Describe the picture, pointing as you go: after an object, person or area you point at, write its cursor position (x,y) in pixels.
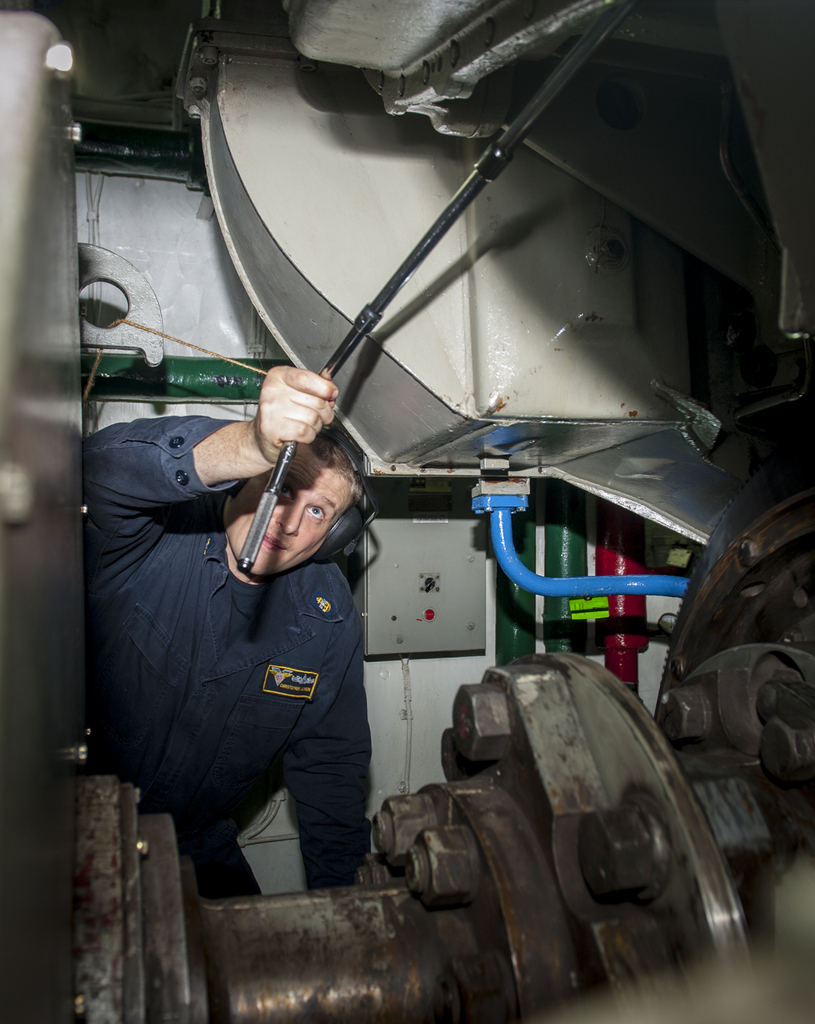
In this image we can see a person (195,674) wearing blue color dress (185,596) holding some iron stick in his hands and doing some work near the object (516,679).
